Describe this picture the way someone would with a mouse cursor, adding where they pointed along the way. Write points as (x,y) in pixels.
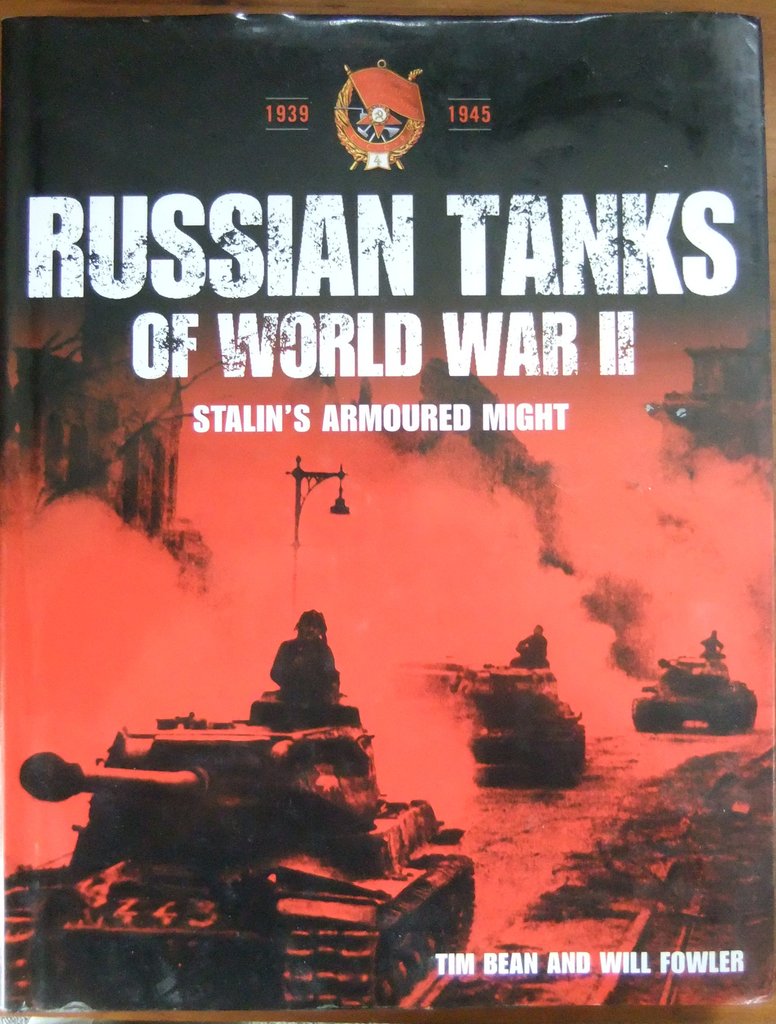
In this image I can see the cover page (470,154) of the book (420,146) on the brown color surface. On the cover page (257,716) of the book (257,716) I can see few people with vehicles (531,786), smoke (349,639) and something is written.
